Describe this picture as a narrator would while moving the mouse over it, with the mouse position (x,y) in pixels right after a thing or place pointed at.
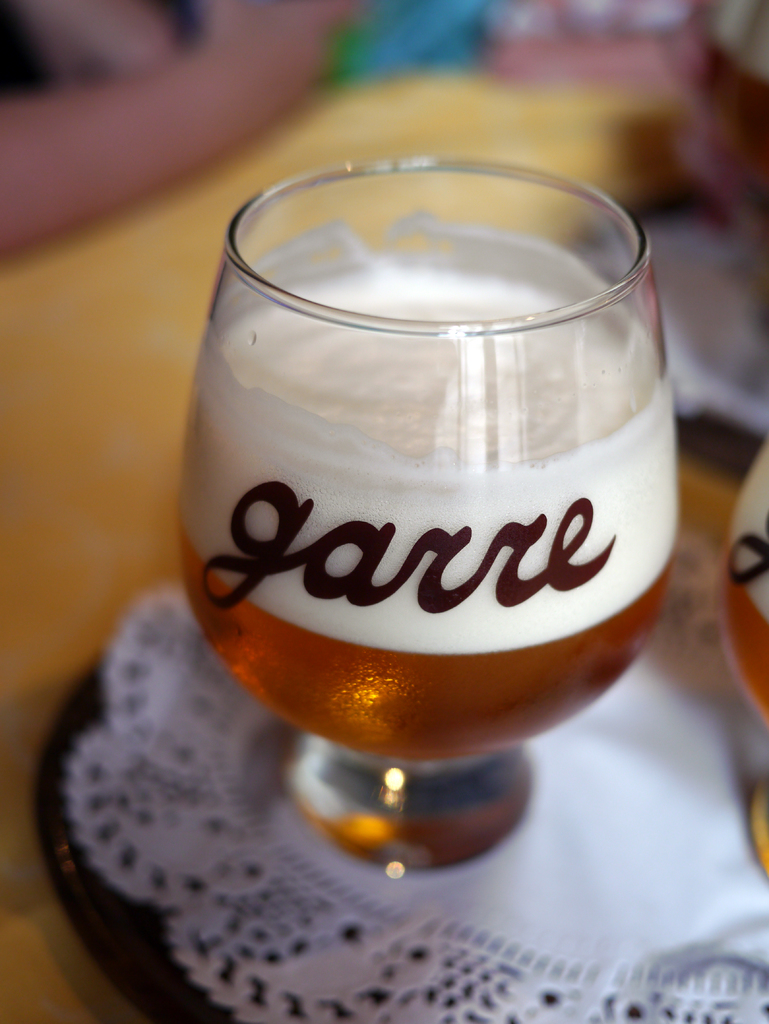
In this image there are glasses (386,666) with beer (755,681) in it which is placed on the plate (233,910). Beside the plate (106,697) there are a few other objects (715,295).
